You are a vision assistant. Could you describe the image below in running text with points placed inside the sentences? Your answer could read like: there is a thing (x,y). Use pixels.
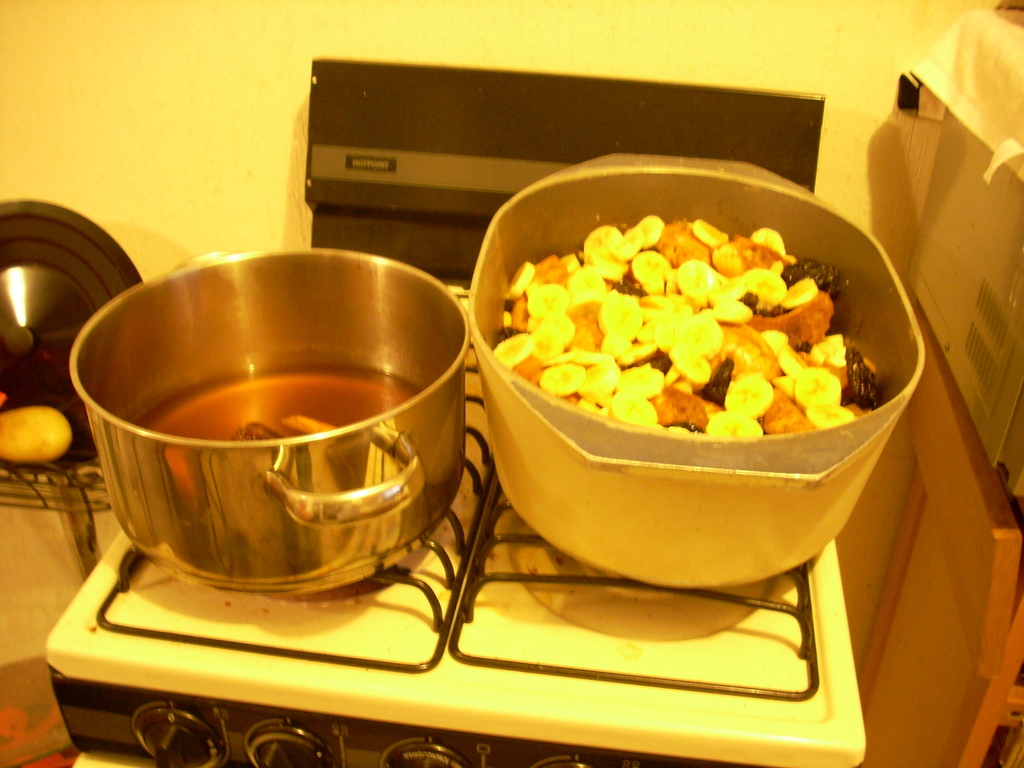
In this image we can see a stove (438,638), bowls (647,443), food (647,337), and other objects (953,66). In the background (294,48) we can see wall (553,45).
